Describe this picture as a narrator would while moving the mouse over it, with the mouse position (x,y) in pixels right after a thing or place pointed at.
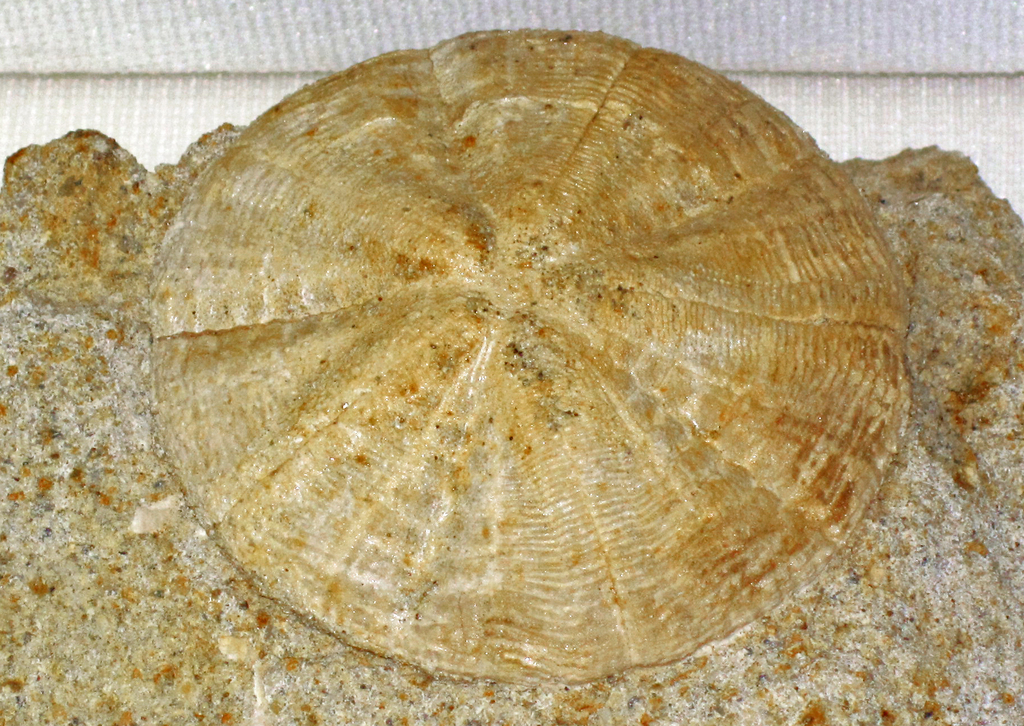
In this image there is an object (686,369). It seems to be a shell (658,630).
